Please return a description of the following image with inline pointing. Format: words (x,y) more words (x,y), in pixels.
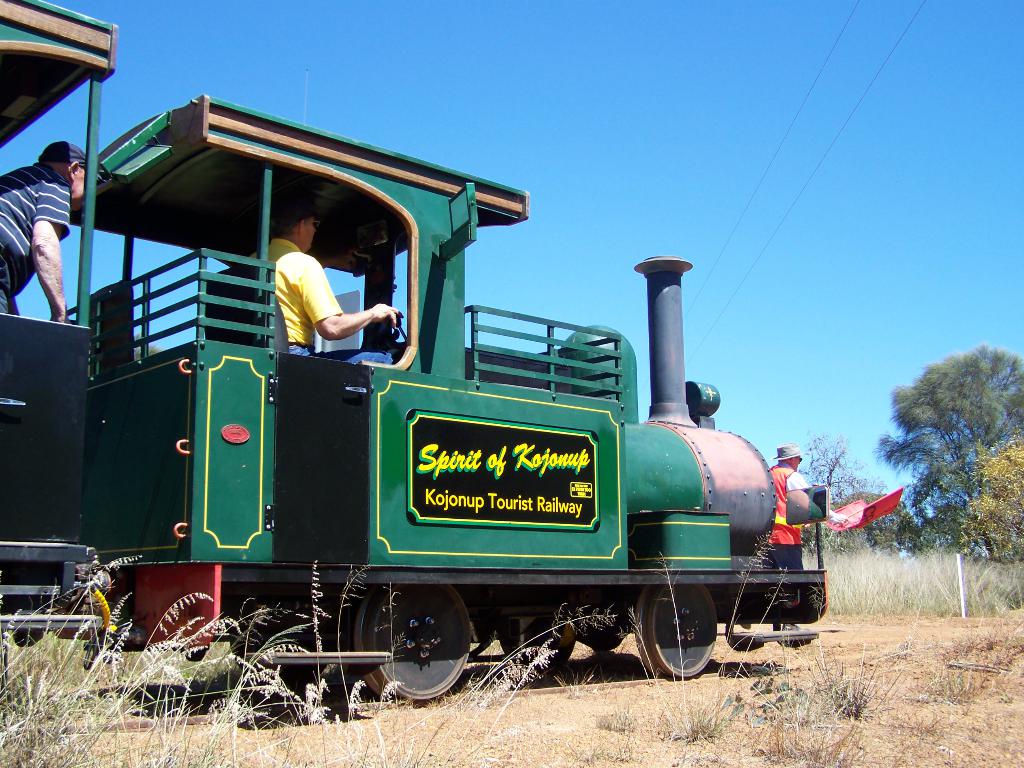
In the center of the image (463,298), we can see people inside the train (450,502) and on the right (784,500), there is a person (797,486) standing and holding a flag (858,523). In the background (945,489), there are trees (864,535) and at the bottom (225,667), there is ground (295,700) covered with grass (236,698). At the top (559,85), there is sky (510,94).
